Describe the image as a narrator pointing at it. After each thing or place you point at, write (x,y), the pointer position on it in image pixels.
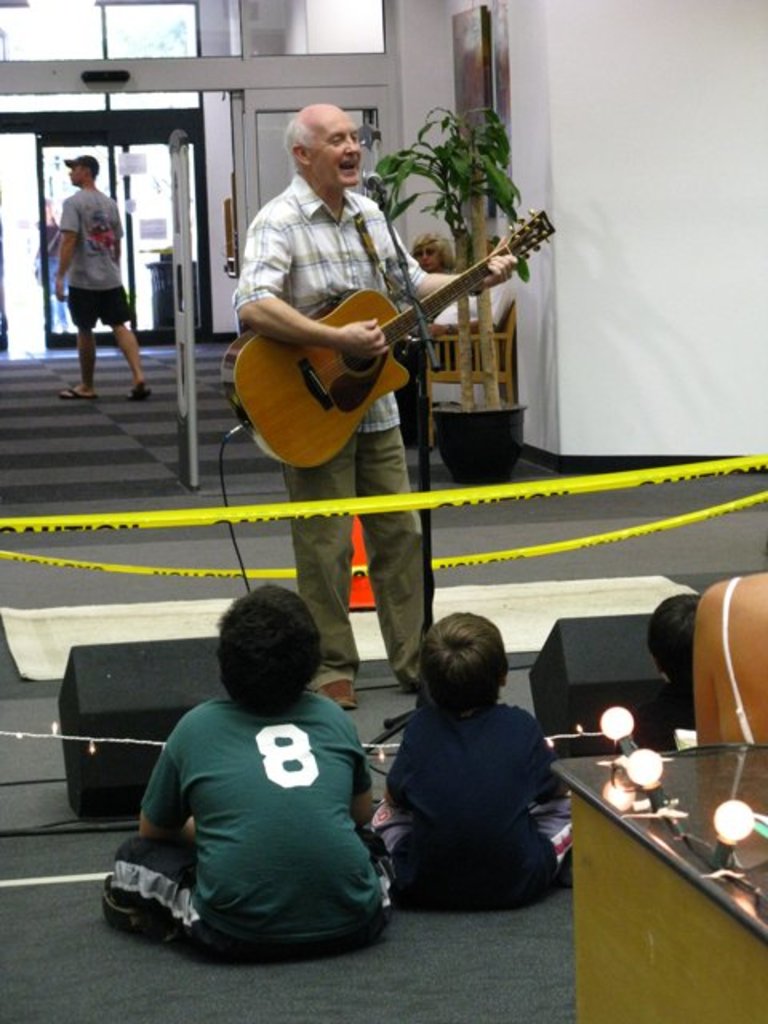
Here we can see a man (300,216) standing on the floor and playing guitar (378,317) and singing, and in front (429,612) here is the microphone (378,198) and stand (421,312), and children (411,851) are sitting on the ground (624,511), and here is the wall (589,334) and photo frame (461,44) on it, and here is the flower pot (472,405).
